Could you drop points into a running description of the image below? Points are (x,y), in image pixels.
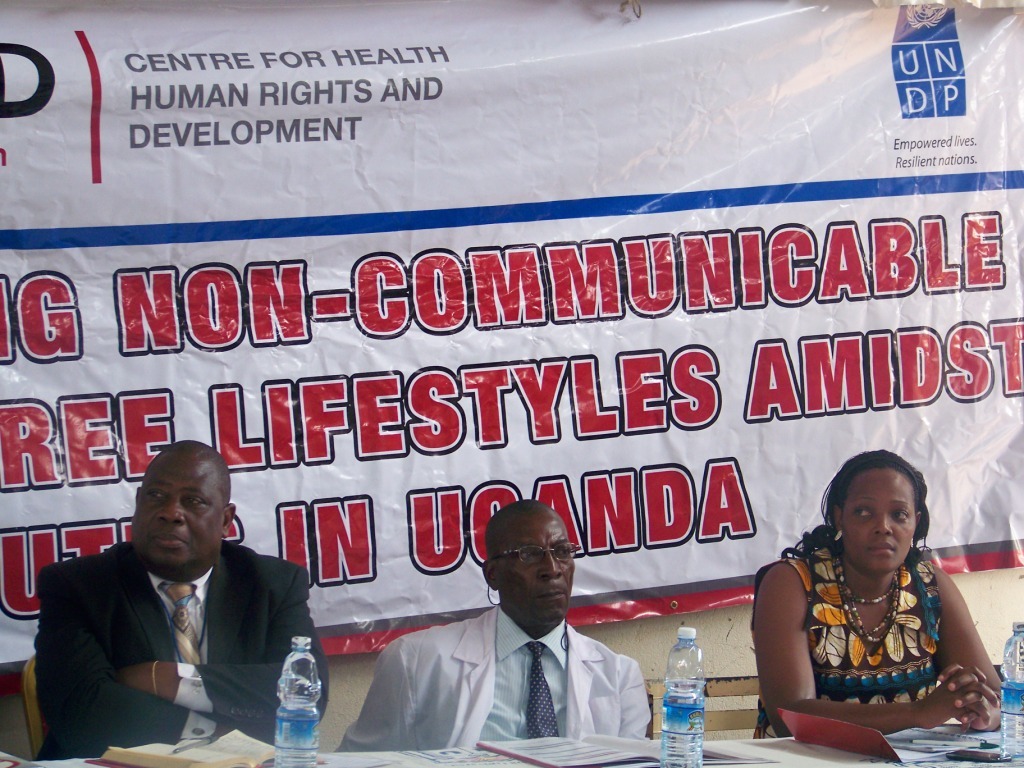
At the bottom of the image (232,685) we can see three people (566,646) sitting, before them there is a table (837,761) and we can see bottles (696,730), books (608,740) and a mobile (978,754) placed on the table (816,748). In the background (711,425) there is a banner (472,364) and a wall (978,588).
